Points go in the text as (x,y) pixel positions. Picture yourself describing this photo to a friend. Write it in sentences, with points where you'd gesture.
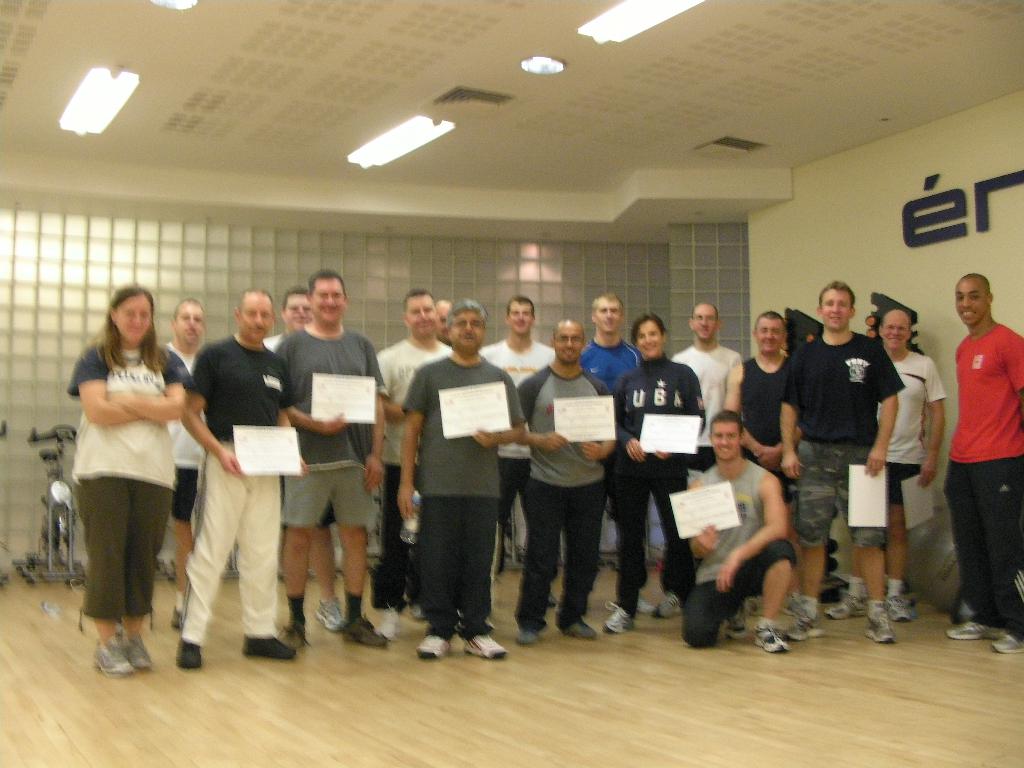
In this image there are group of persons (353,450) standing and smiling and holding papers (684,438). On the left side (47,472) there is a bicycle (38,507) in the background (41,538). On the right side (937,236) there is some text (985,209) written on the wall (968,221).
